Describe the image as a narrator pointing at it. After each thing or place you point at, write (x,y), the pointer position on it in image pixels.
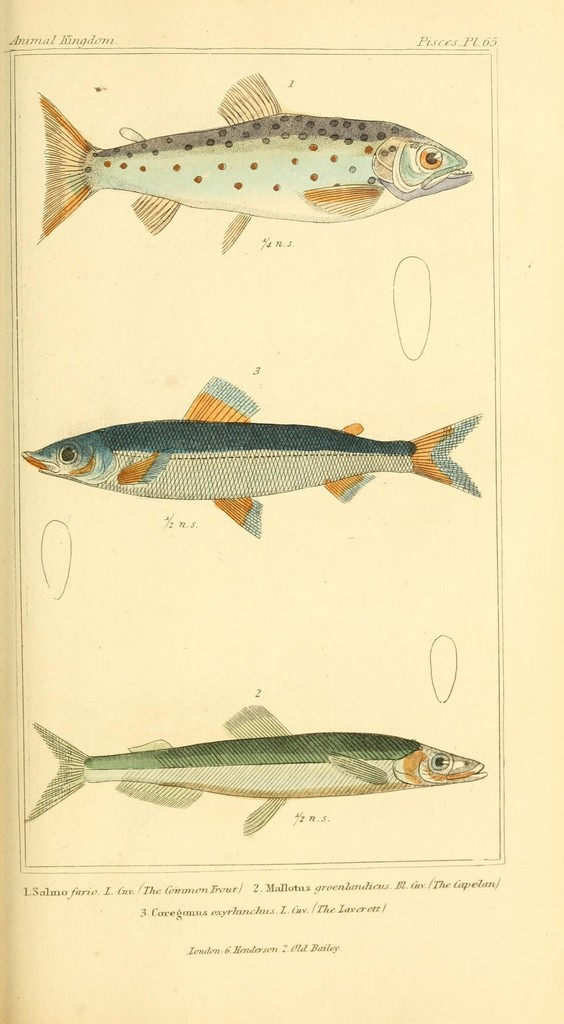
On this page we can see diagram (166,455) of fishes (325,439). Something written on this page.
